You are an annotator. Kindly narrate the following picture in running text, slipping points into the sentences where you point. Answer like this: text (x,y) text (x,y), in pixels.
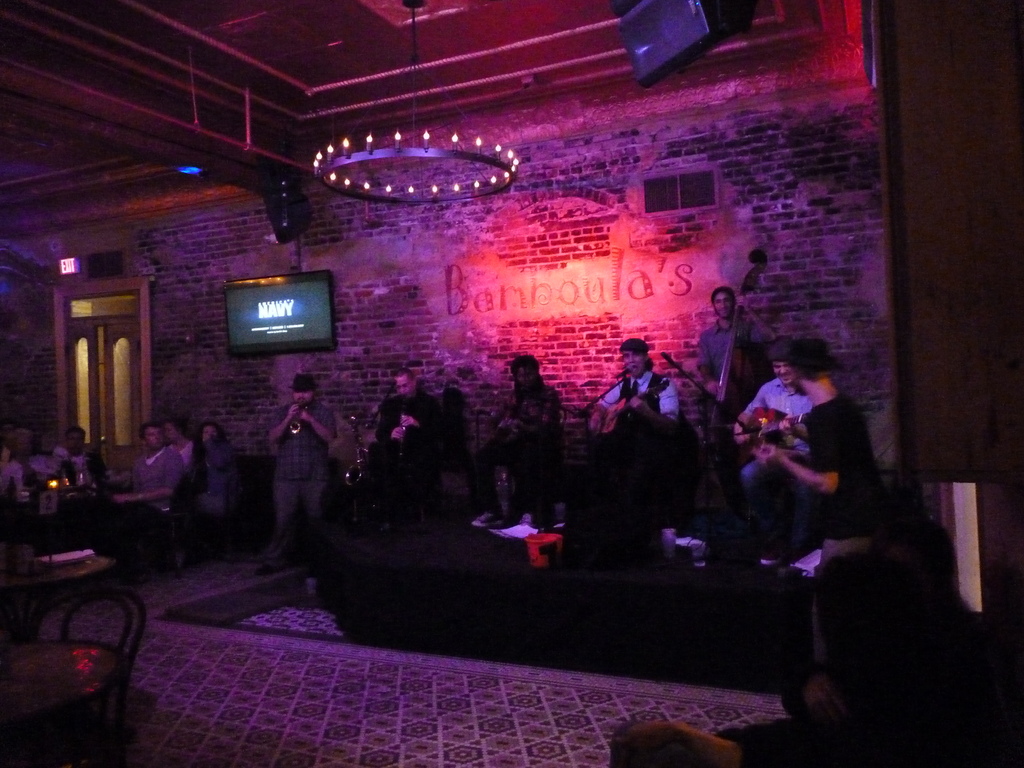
As we can see in the image there is wall (726,227), candles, screen (308,296), door (93,388), group of people (523,378), table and musical instruments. The image is little dark.
